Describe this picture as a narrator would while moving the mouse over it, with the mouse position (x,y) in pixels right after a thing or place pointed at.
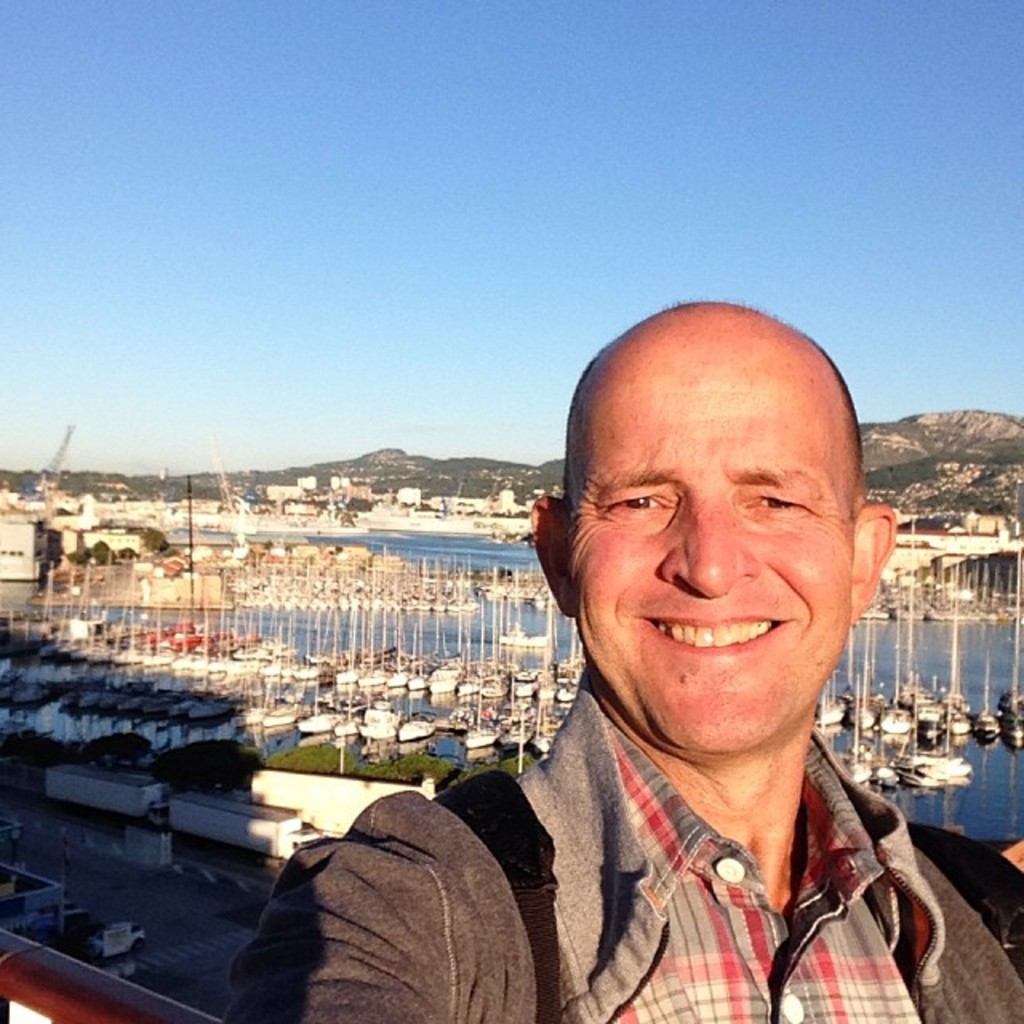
In this image we can see a person (769,822) smiling. Behind the person (783,737) we can see vehicles (214,822), plants (410,763), boats (224,667) and the water (516,553). In the background (372,480), we can see the mountains (385,453). At the top (562,113) we can see the sky (502,323).
